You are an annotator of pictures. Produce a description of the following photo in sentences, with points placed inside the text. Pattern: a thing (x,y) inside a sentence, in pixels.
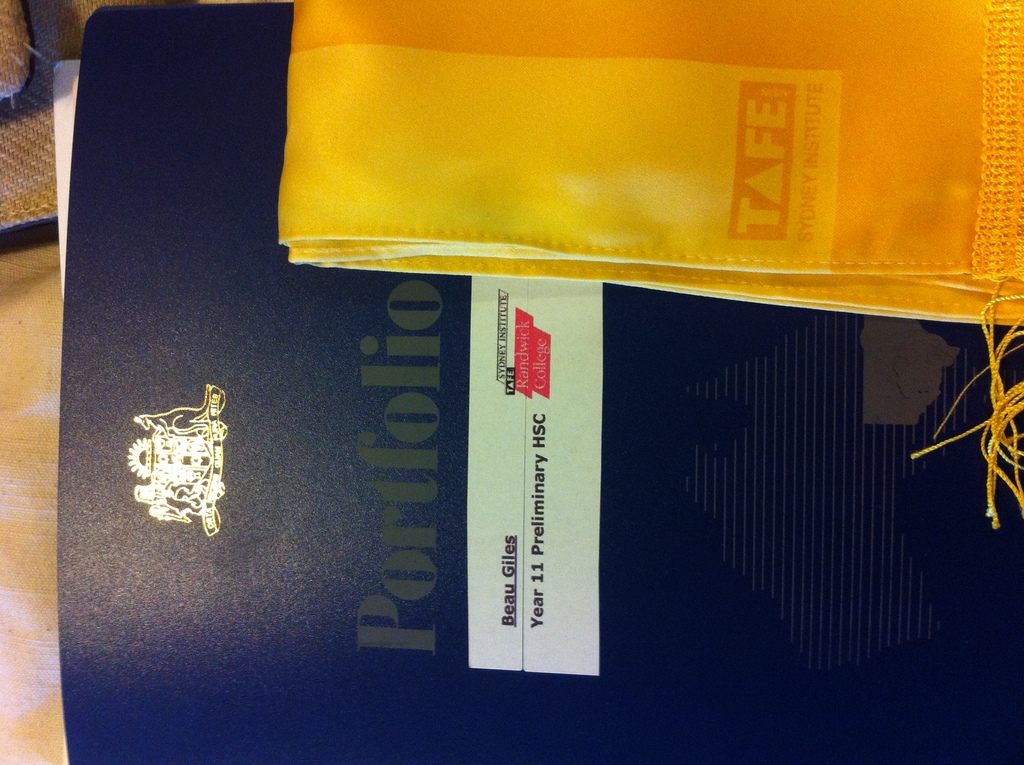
In this image we can see the cover (482,490) of a file (444,540), on the file (267,335) there is a cloth (693,209).
